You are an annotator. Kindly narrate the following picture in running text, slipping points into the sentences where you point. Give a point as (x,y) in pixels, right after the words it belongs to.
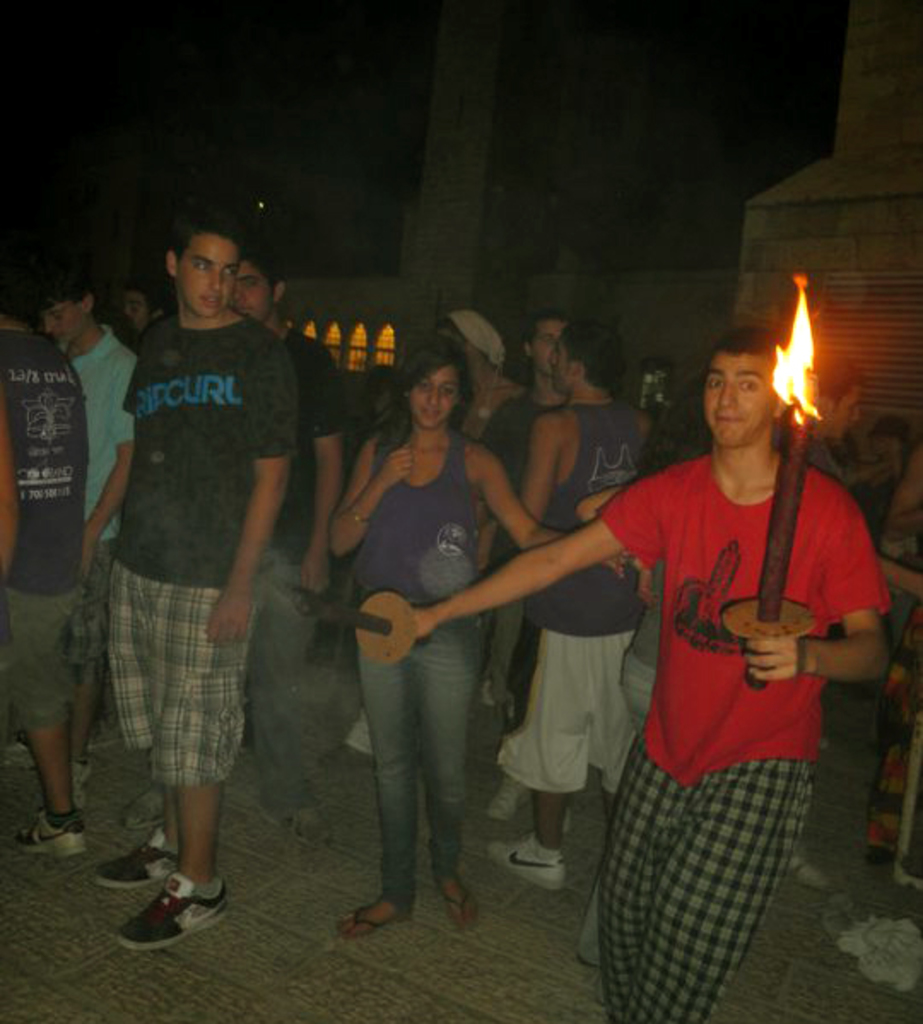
In this image I can see there are persons (405,486) standing. And one person (631,510) is holding an object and a fire lamp (796,437). And at the back (868,219) there is a building (401,319).
